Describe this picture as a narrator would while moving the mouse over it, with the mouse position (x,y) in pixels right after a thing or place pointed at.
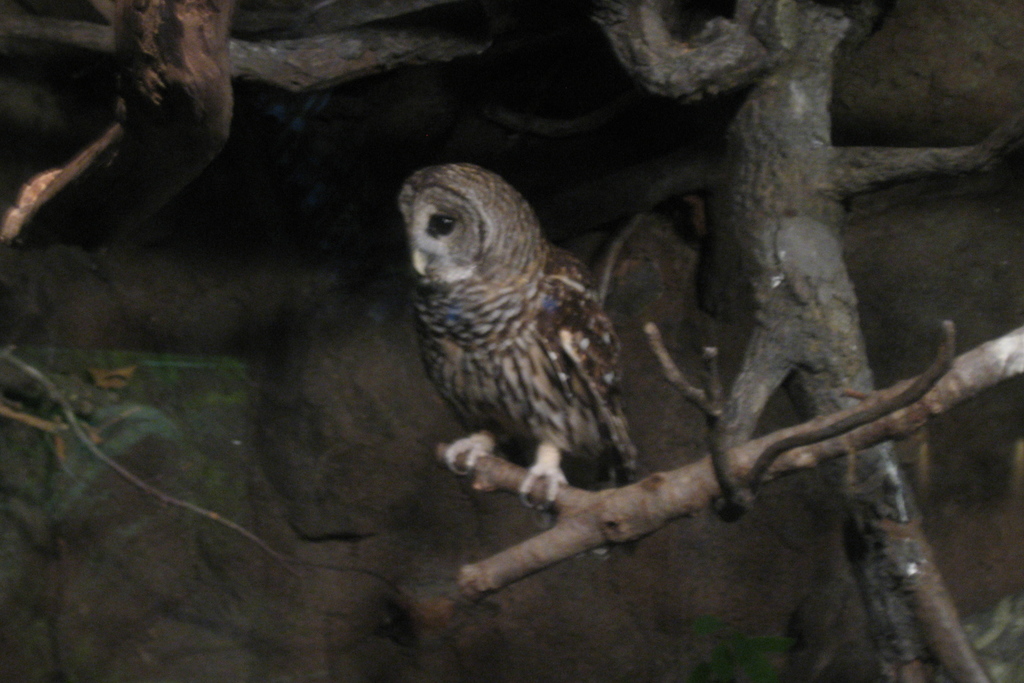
In this image I can see a bird (435,368) which is in brown and ash color. It is on the branch (621,527) of the tree (621,527). In the background (386,496) I can see the rock (427,623).
